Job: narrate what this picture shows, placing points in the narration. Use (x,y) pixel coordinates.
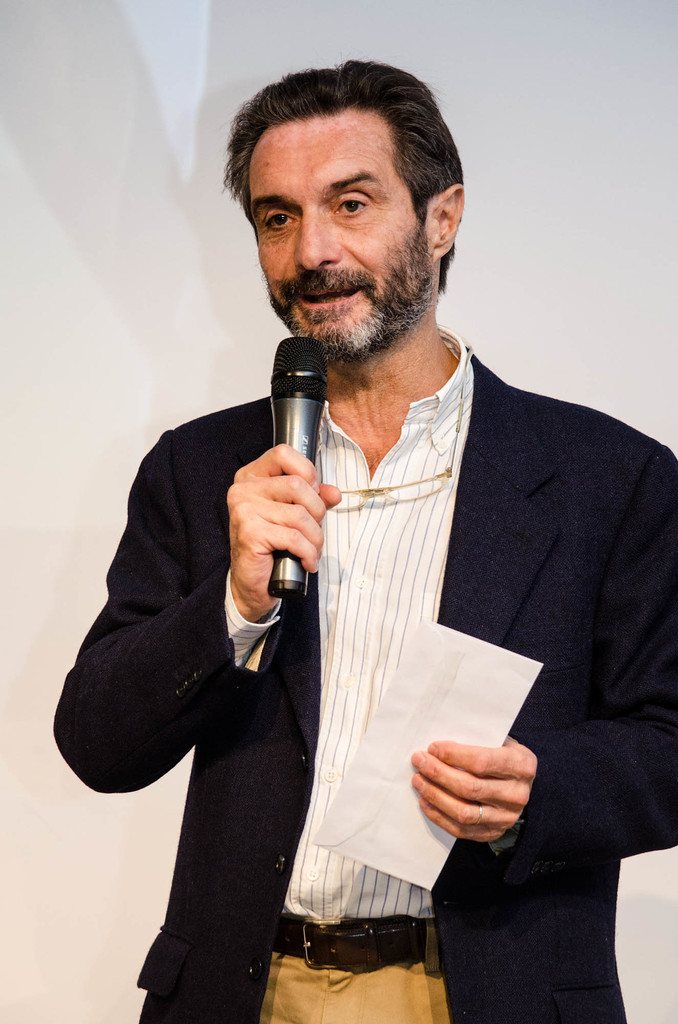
There is a person (514,1023) standing in the center (425,362). He is wearing a suit (537,1011) and he is speaking on a microphone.
